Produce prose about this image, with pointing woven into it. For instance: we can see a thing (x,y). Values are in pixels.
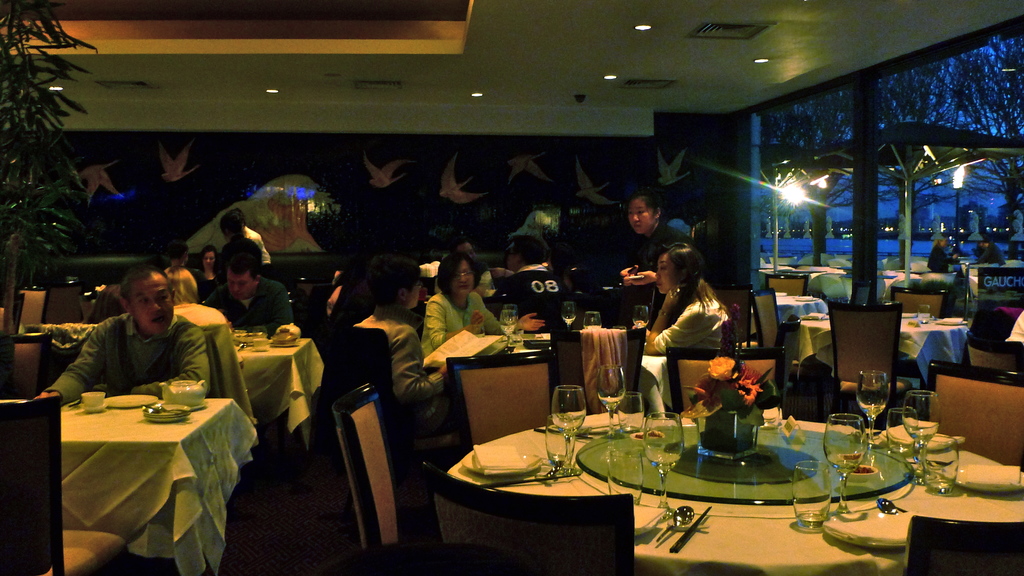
There are group of people (413,311) sitting in a restaurant (472,335).
